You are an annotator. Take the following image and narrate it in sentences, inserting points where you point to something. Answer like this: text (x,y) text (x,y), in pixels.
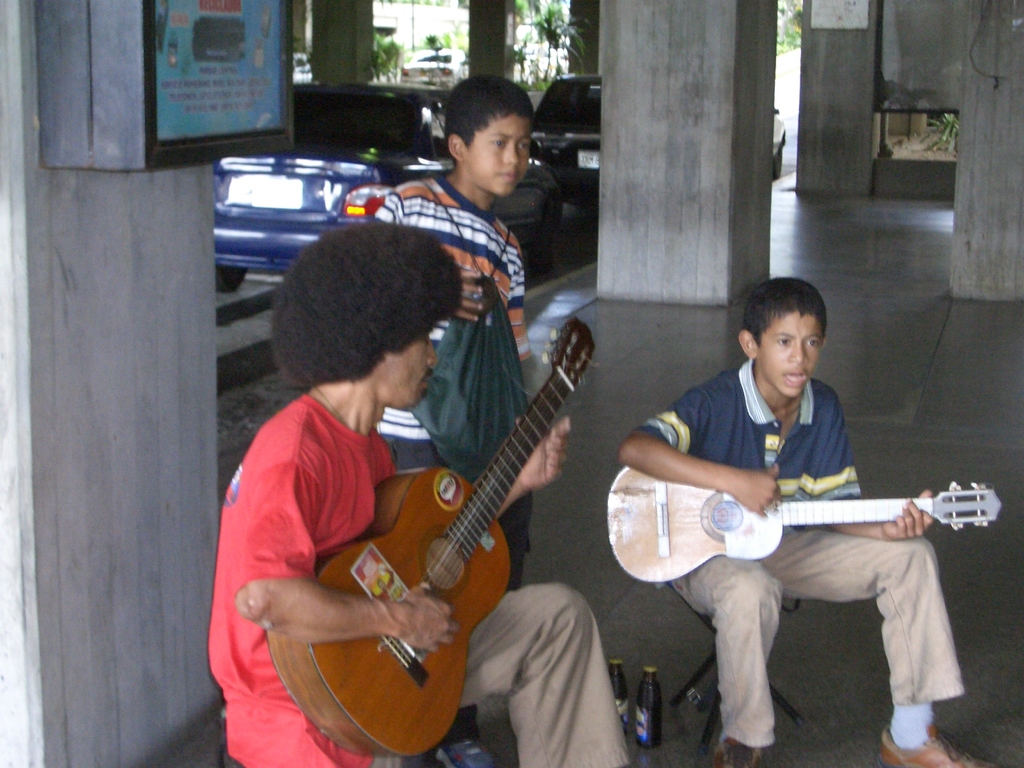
In this picture there is a man (410,594) and a boy (702,417) playing guitar (459,512). There is another boy (410,191) who is holding a cover (487,367). There are cars (410,97). There is a pillar (603,120) and bottles (651,683).
